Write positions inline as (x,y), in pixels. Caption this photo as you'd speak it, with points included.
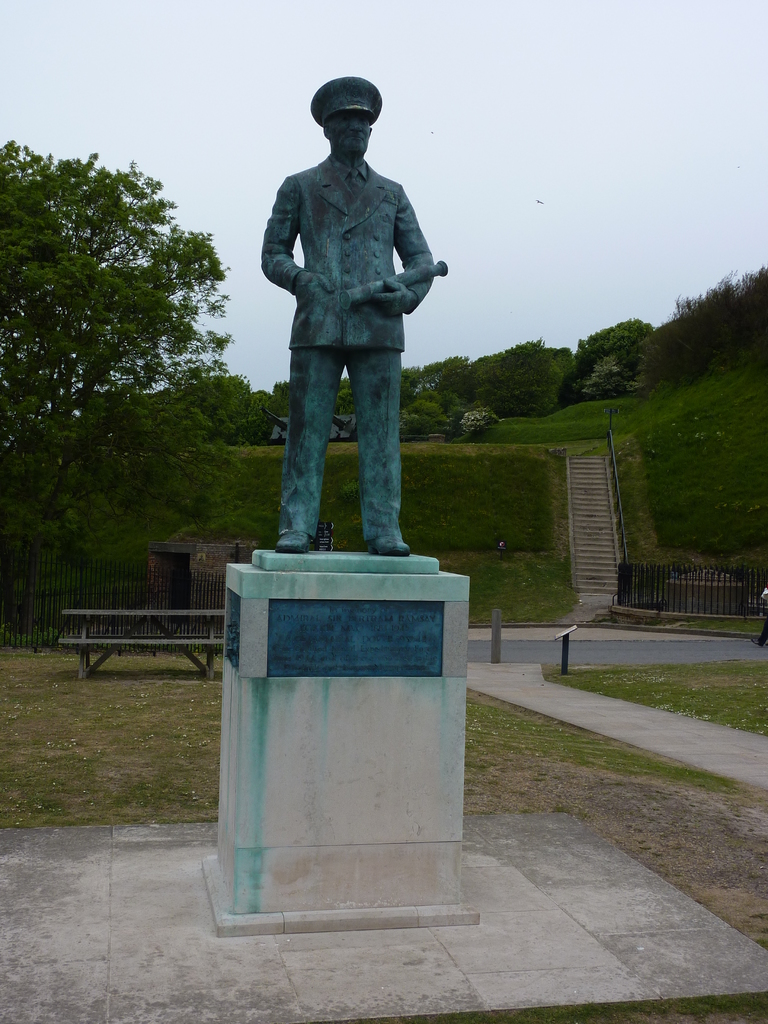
We can see sculpture (368,489), on the background (190,612) we can see fence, bench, trees (514,377), grass (751,390), steps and sky (516,283).
